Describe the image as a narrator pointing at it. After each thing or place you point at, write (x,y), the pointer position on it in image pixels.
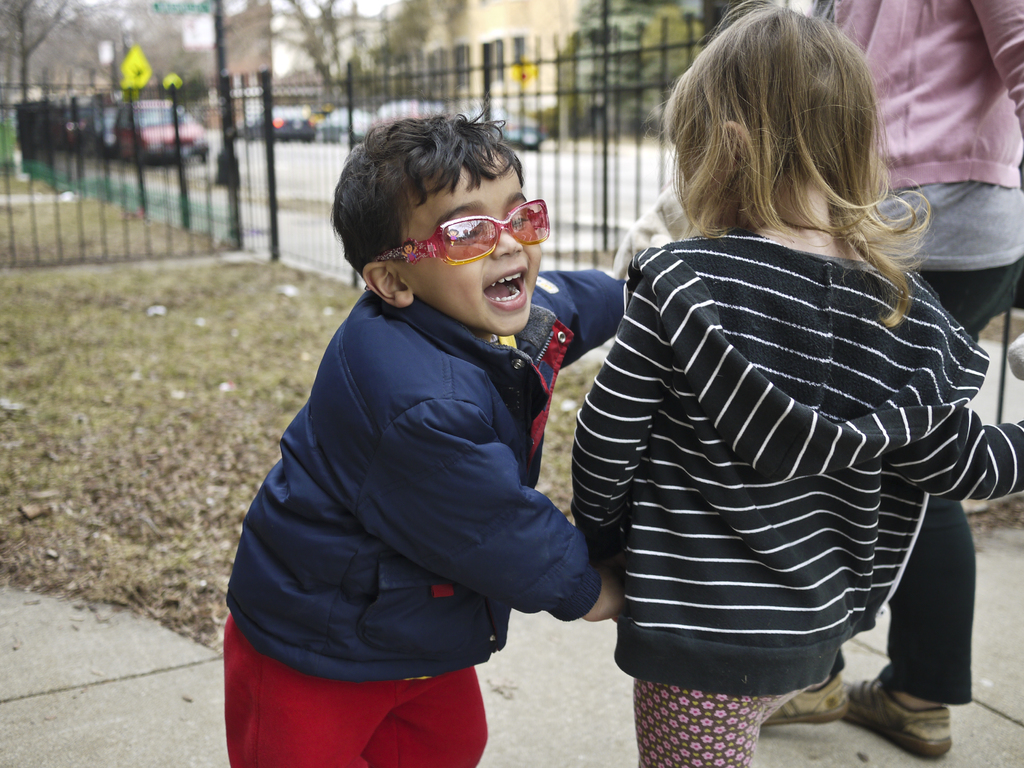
In this picture there is a small boy (319,461) and a girl (586,416) in the center of the image (527,373) and there is another person (903,195) on the right side of the image (952,248) and there are vehicles (167,119), boundaries (236,91), trees (127,35), and poles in the background area of the image (378,65) and there is grassland (99,320) in the image.
